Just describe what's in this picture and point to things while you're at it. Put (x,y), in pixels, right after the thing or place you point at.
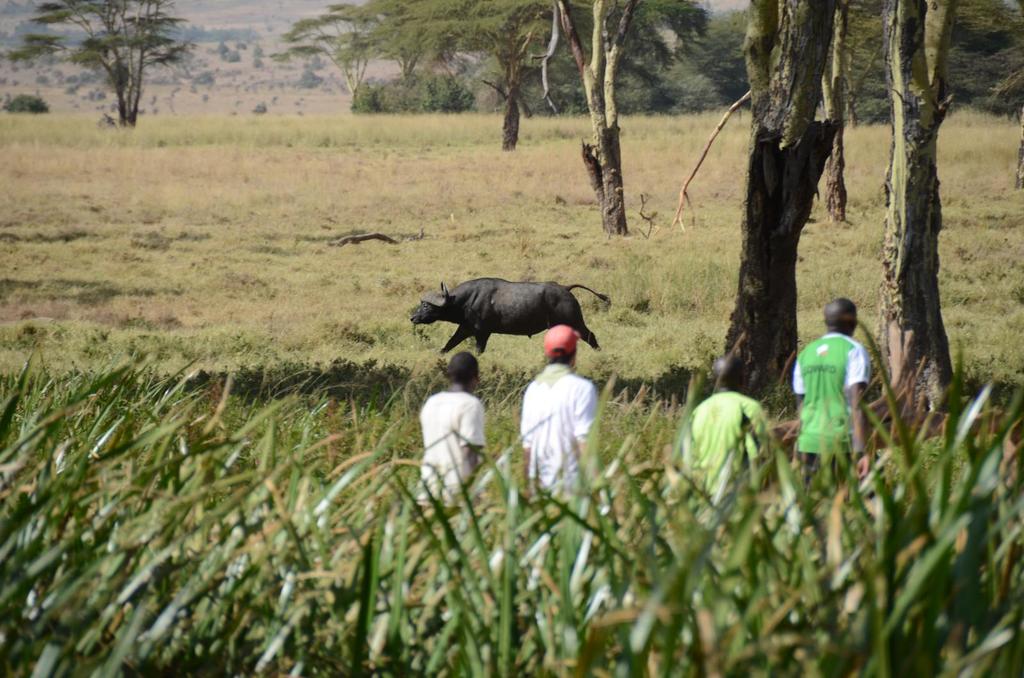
In this picture we can see few plants (465,518) and group of people (577,465), in the background (473,334) we can find few trees (837,204) and a buffalo (537,298).
